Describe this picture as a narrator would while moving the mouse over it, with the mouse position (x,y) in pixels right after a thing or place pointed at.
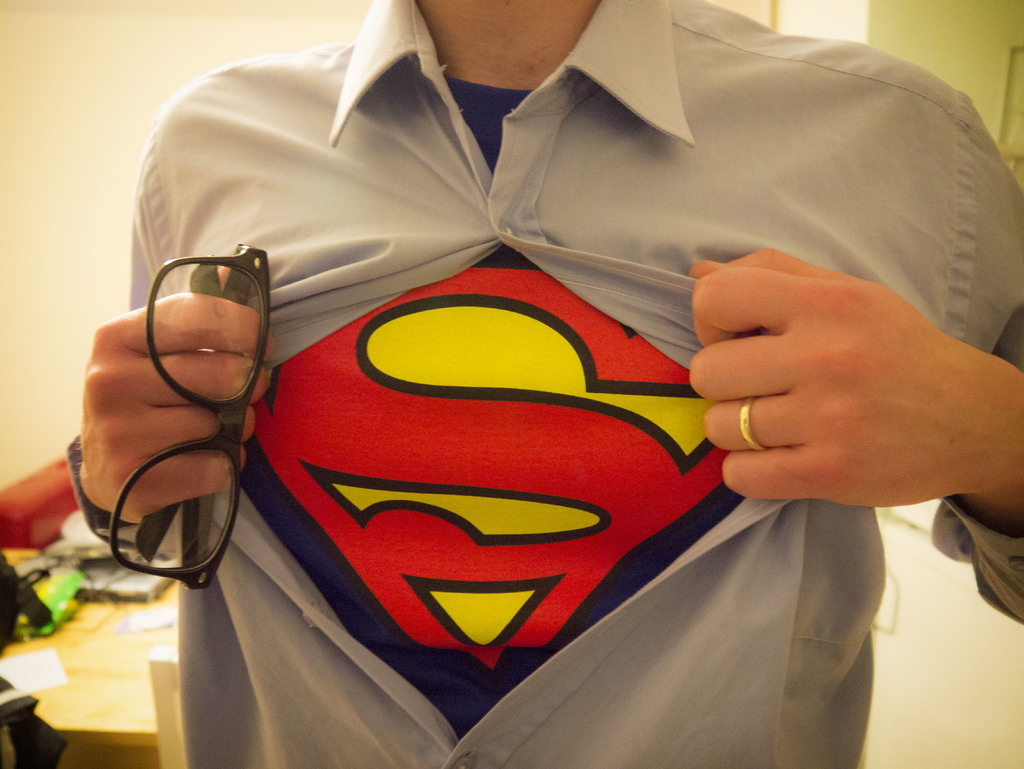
In the center of the image (512,277) we can see man (346,623) holding spectacles (213,350). In the background (86,178) we can see table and wall (51,24).
